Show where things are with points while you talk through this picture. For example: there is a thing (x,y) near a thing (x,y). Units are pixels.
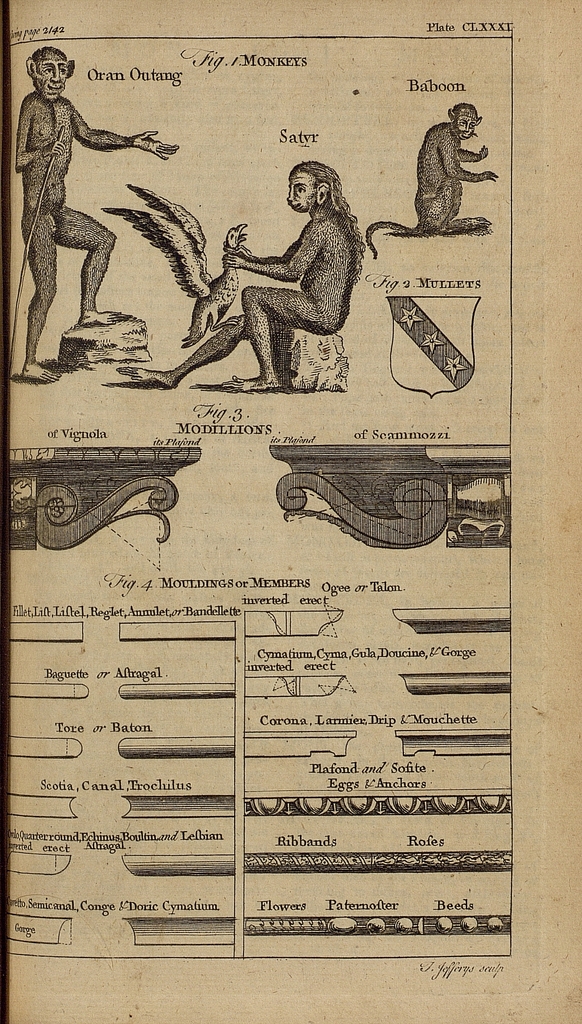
In this picture there is a poster (402,480). At the top of the poster (444,145) I can see the monkey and person (252,263) who was holding a bird (226,295). Beside him there is a man (50,124) who is standing on the stone (98,333) and holding a stick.
